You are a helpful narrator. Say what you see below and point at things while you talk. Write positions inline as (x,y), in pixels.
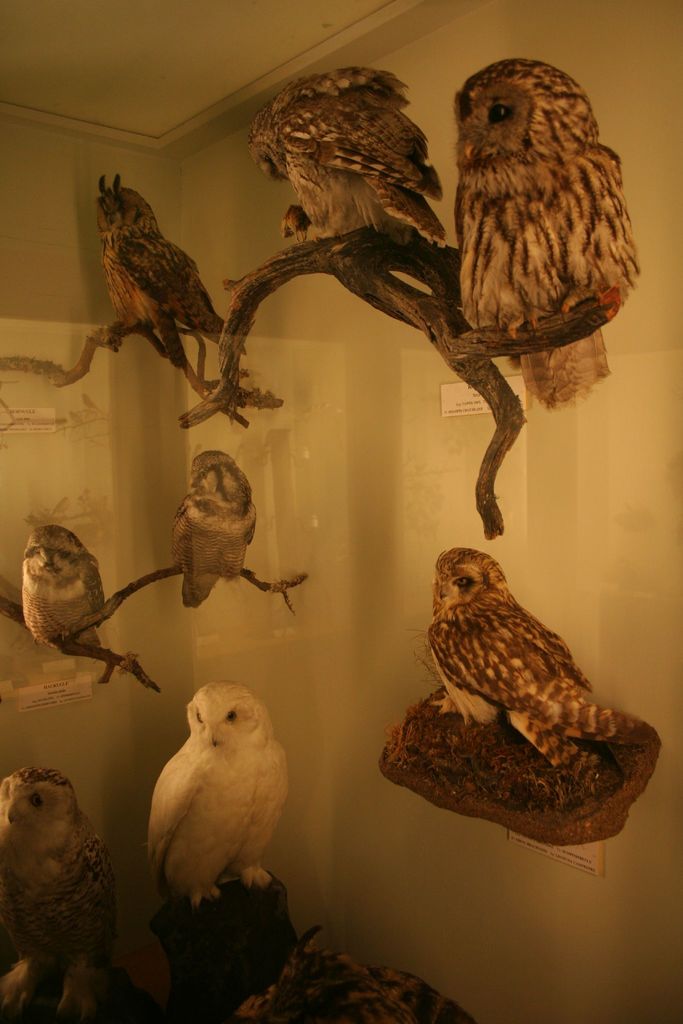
In the picture we can see some owls (42,541) are placed in the glass (592,900) which are of different types.
